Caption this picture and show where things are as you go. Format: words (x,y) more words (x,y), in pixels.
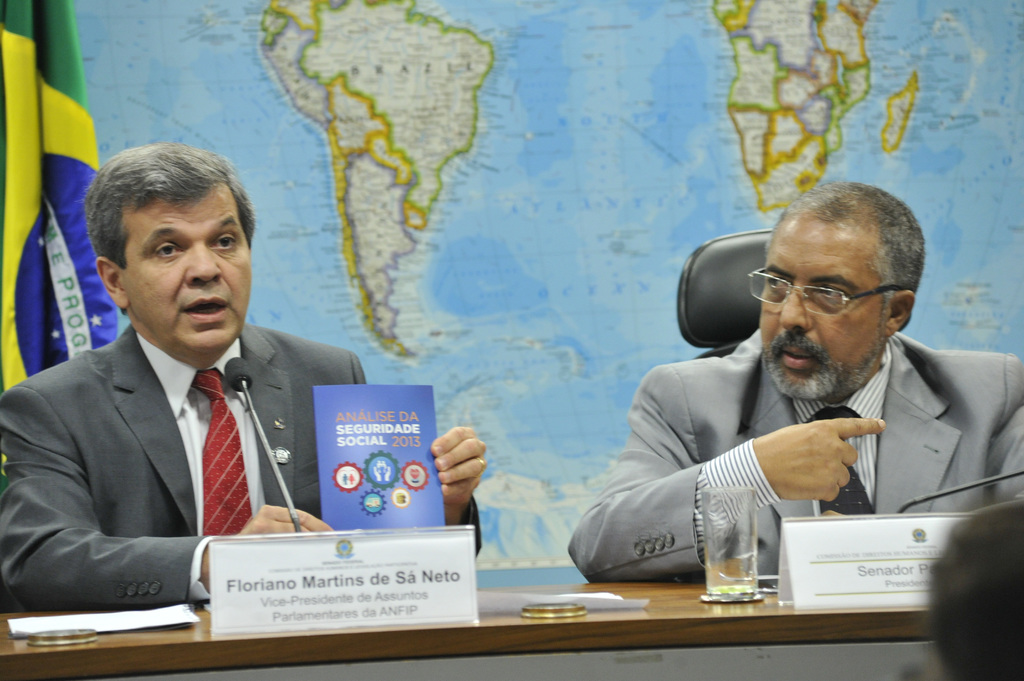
In this picture we can observe two men (680,416) sitting in the black color chairs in front of a table (577,660) on which we can observe a glass (743,545) and name boards (823,558). Both of them were wearing coats (313,422). There are mics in front of them. In the background (559,163) there is a world map (584,96). On the left side (61,106) we can observe a flag (31,140).
